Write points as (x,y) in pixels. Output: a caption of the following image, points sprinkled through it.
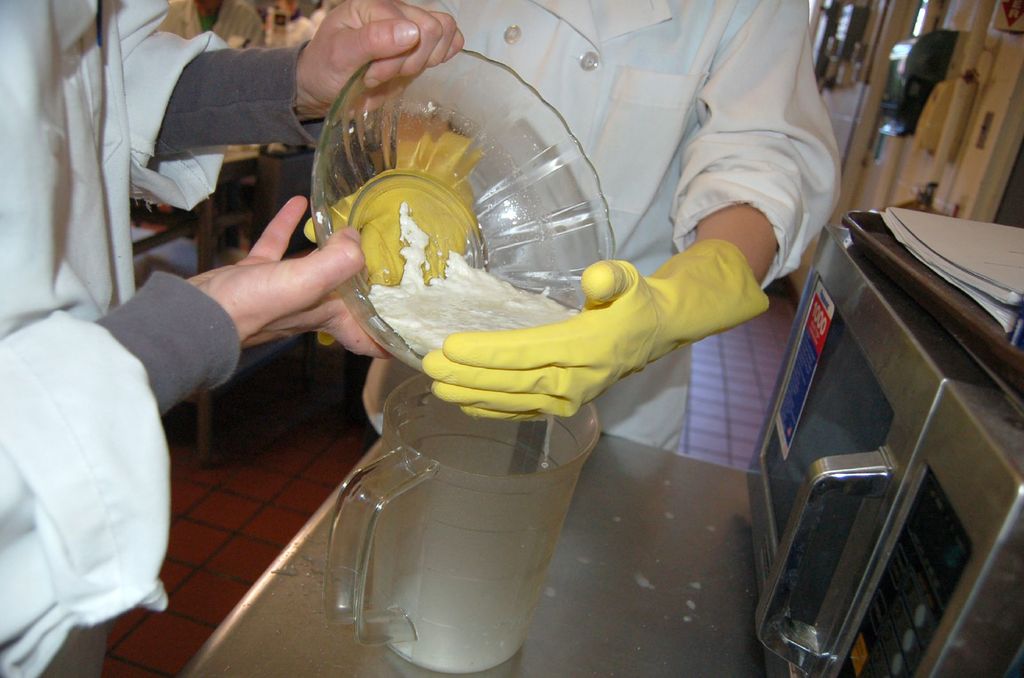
In this image we can see two persons (79,233) standing on the floor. One person (634,357) wearing gloves (673,269) on his hands (641,310) holding a bowl (535,282) with his hands (682,281). In the foreground of the image (398,558) we can see a mug (477,511) placed on the table (297,562), on which micro oven (951,466) and a tray (950,304) are placed. In his background, we can see chair (199,218), wall (933,161).
